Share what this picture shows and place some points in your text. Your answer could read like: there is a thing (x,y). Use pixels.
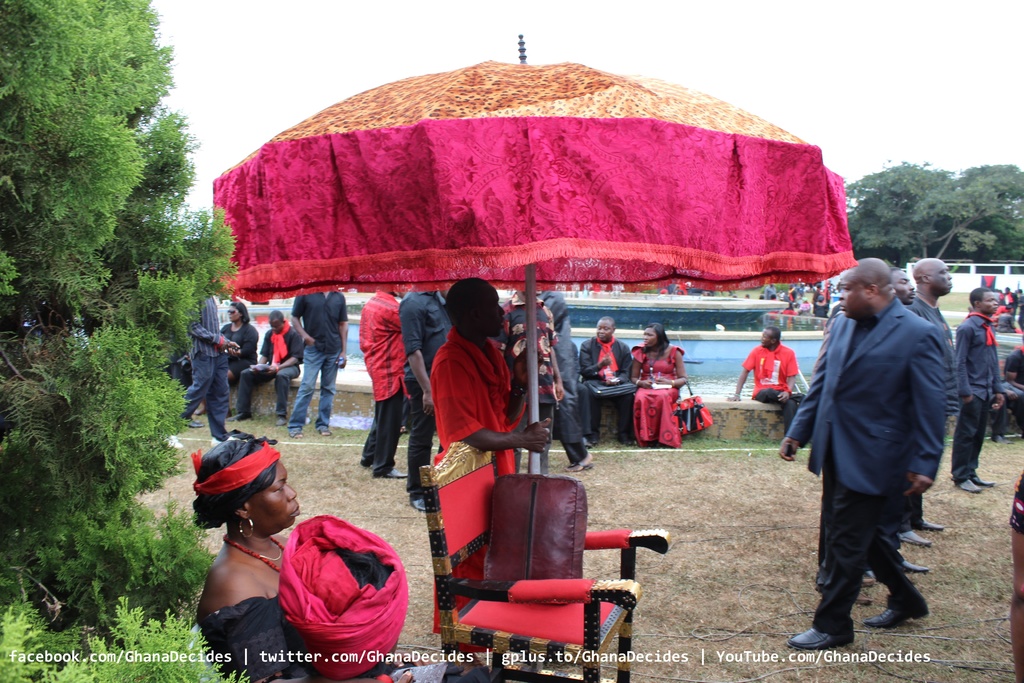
In this picture, on the left side (50,47), we can see some trees (101,258) and plants (133,610). In the middle of the image (513,446), we can see a chair (520,644), on that chair (603,530) there is a bag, we can also see a person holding an umbrella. On the left side (339,560), we can also see a woman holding something in her hands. On the left side (323,357), we can see group of people (956,370) standing on the grass (883,637). In the background (271,357), we can see few people (271,357) are sitting on the bench (779,422), few people (522,311) are standing, we can also see some trees (965,179) in the background (1011,227). On the top (853,73), we can see a sky (886,52), at the bottom (741,463) there is a land (652,514).
